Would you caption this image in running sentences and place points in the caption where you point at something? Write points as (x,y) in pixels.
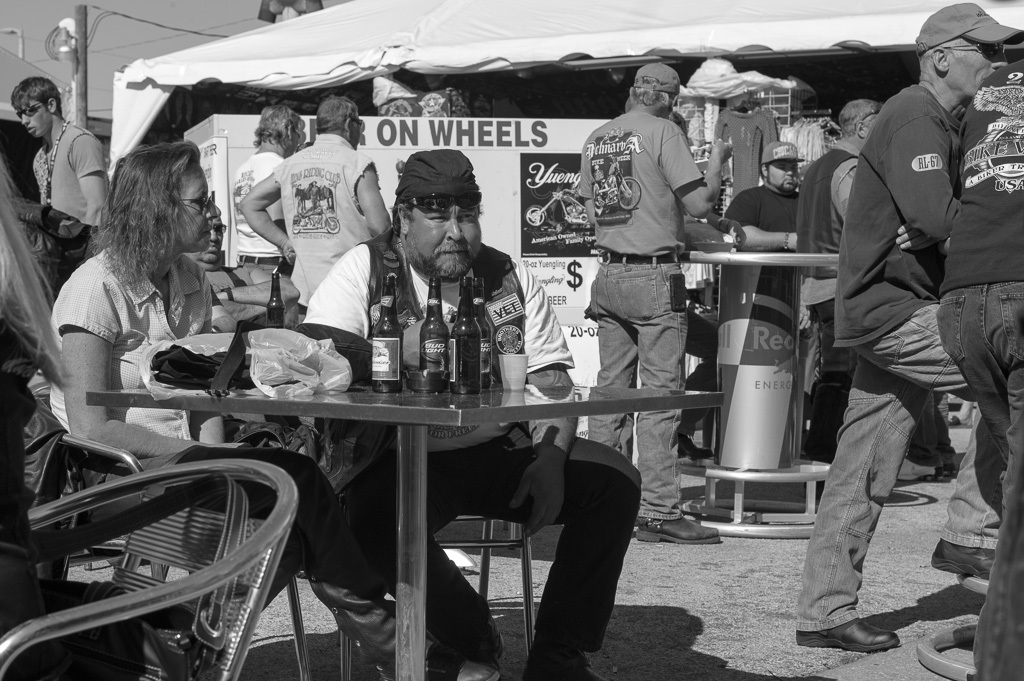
There is a group of people (353,206). Some persons (290,194) are standing and some persons (362,292) are sitting on a chairs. There is a table (497,415) on the left side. There is a bottle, glass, cover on a table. There is an another table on the right side (696,261). we can see in the background (151,77) tent (126,75), banner (467,143), pole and light (67,38).
